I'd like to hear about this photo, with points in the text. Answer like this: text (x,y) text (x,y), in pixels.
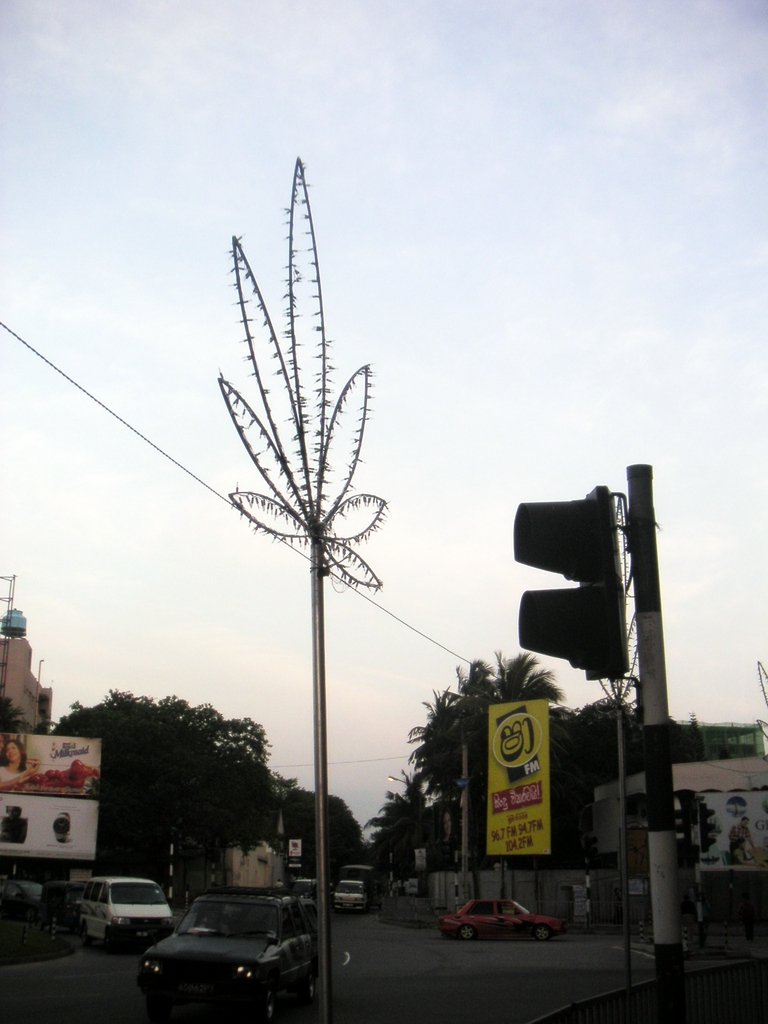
In this image, we can see some cars (306,925) on the road (353,931). There are trees (230,796) beside the road (375,928). There is a signal pole (654,648) in the bottom right of the image (653,896). There is a hoarding (39,796) in the bottom left of the image (39,798). There is a pole (318,696) at the bottom of the image (331,993). In the background of the image (180,204), there is a sky (585,54).
